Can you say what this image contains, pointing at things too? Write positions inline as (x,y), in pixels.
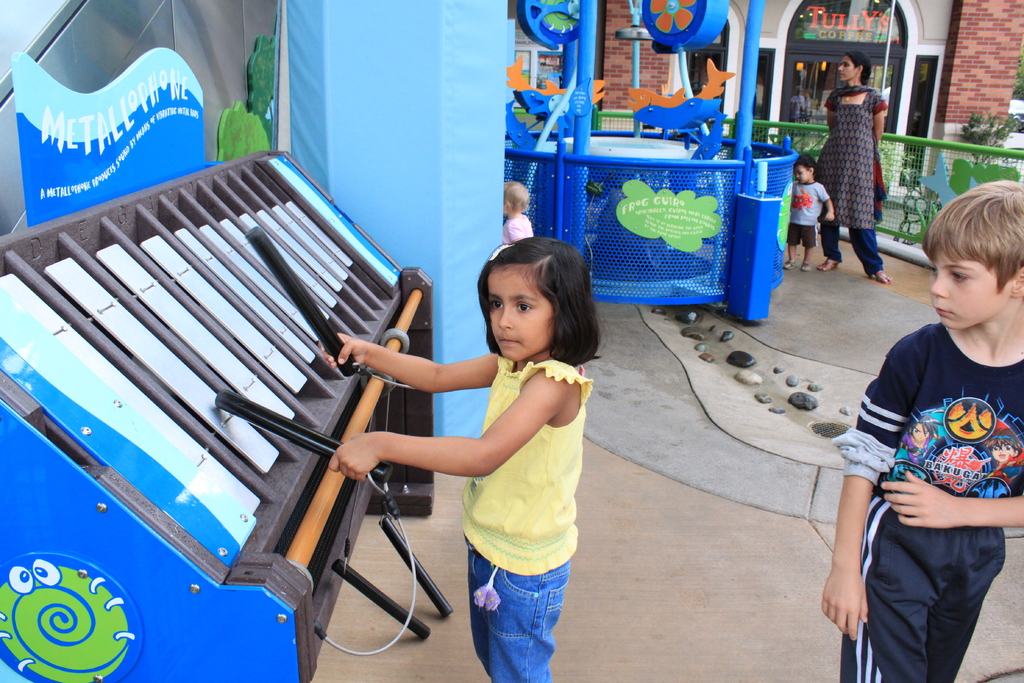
In the image I can see a girl (519,251) playing musical instruments (167,489), at the back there is some other ride (559,4) and people (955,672) standing, also there is fence (1018,169) and building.
